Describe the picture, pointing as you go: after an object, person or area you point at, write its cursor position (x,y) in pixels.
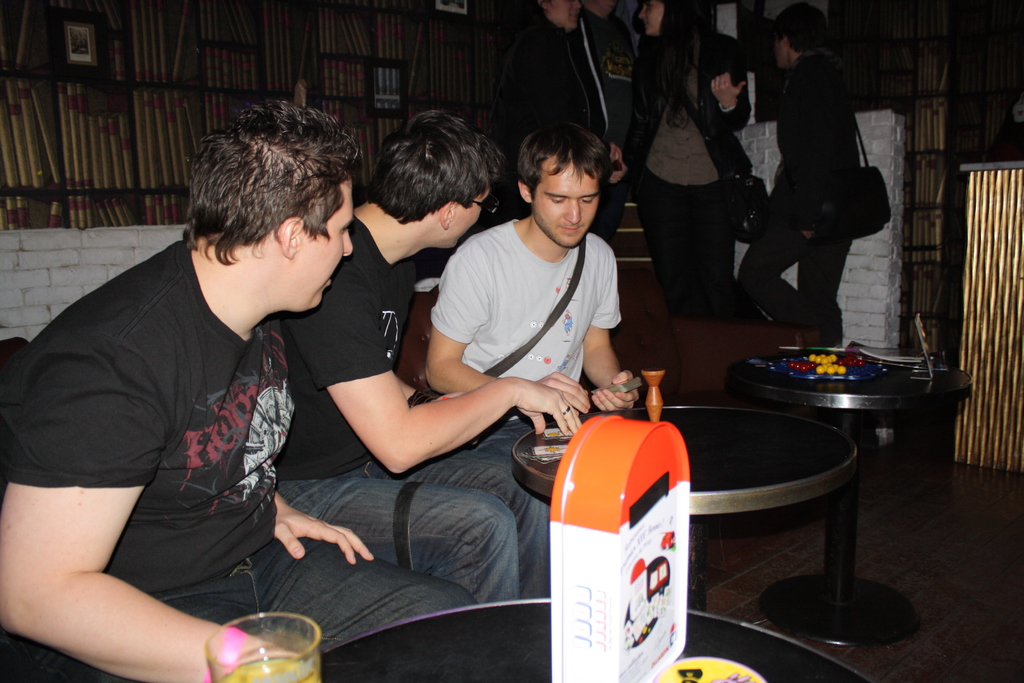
In the image we can see there are three (96,441) who are sitting on the chair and in front of them there is a table (743,431) and on the other side people (710,112) who are standing.
